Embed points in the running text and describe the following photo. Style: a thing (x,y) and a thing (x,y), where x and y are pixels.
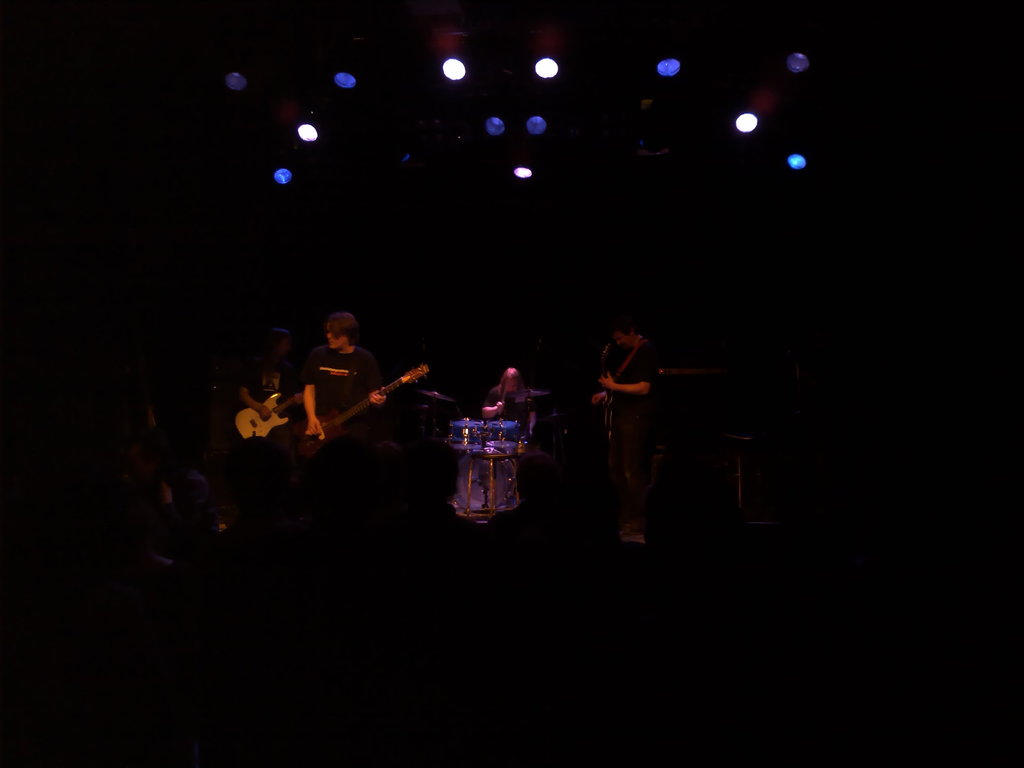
In this image we can see people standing and playing guitars (305,426). In the center (512,375) there is a person (504,405) sitting and playing a drum (490,469). At the top (297,134) there are lights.
